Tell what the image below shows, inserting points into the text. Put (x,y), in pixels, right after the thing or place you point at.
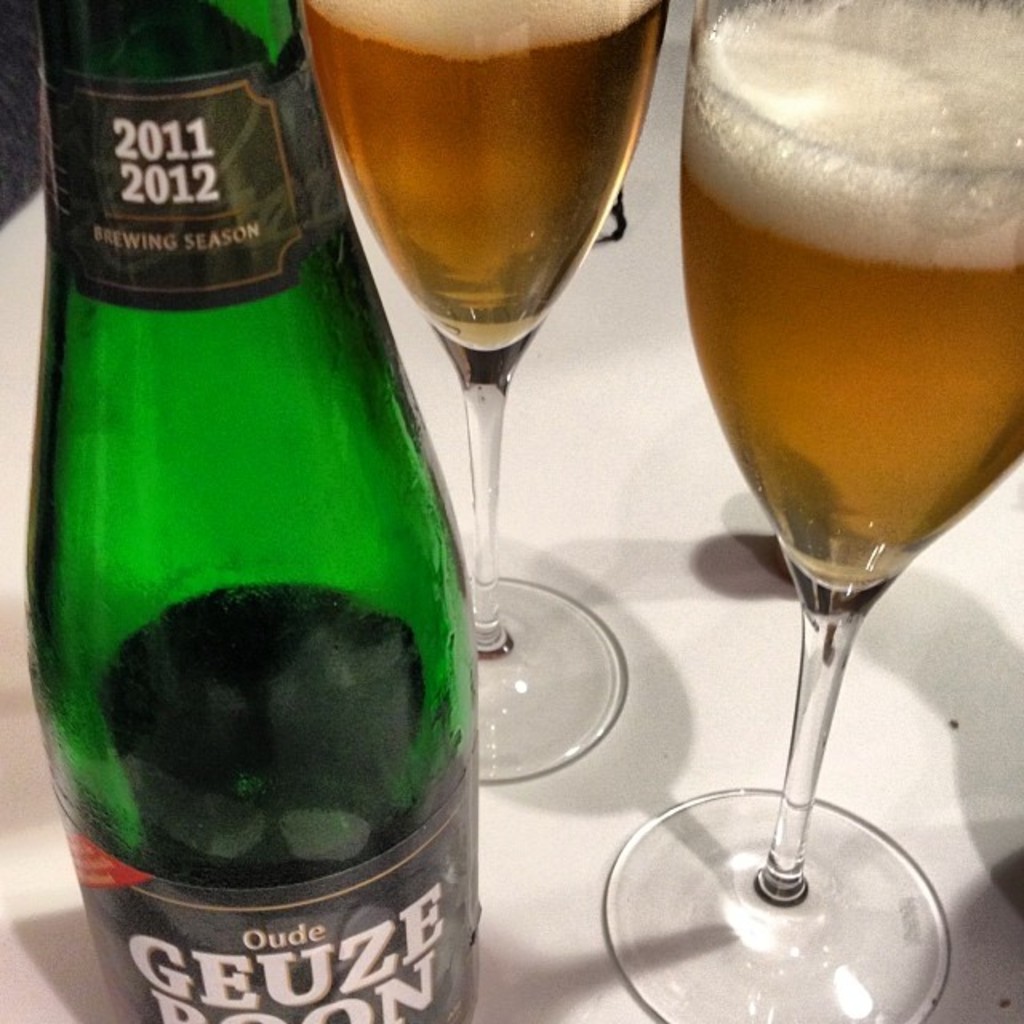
in this pictures we can see a bottle (315,839) along with two glasses (585,233) and a liquid (574,91) present in that glasses (783,466).
